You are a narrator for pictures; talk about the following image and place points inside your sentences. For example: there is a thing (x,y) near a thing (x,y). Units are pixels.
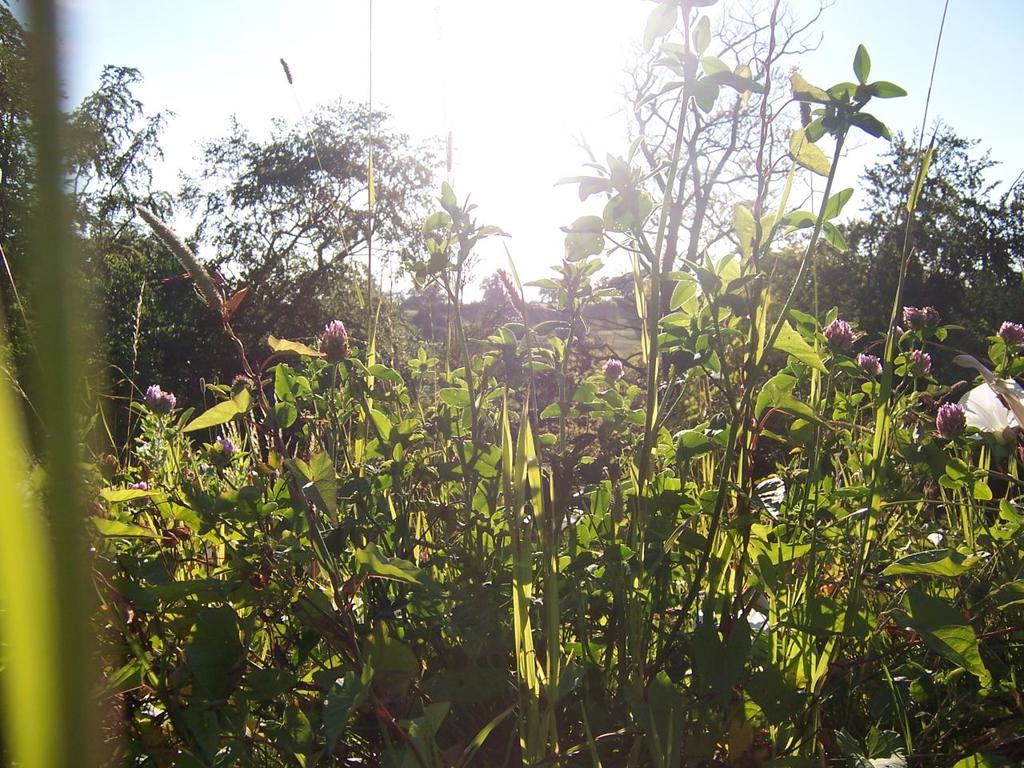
In this image I can see few plants (435,406) along with the flowers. At the top of the image (356,63) I can see the sky (484,56).
